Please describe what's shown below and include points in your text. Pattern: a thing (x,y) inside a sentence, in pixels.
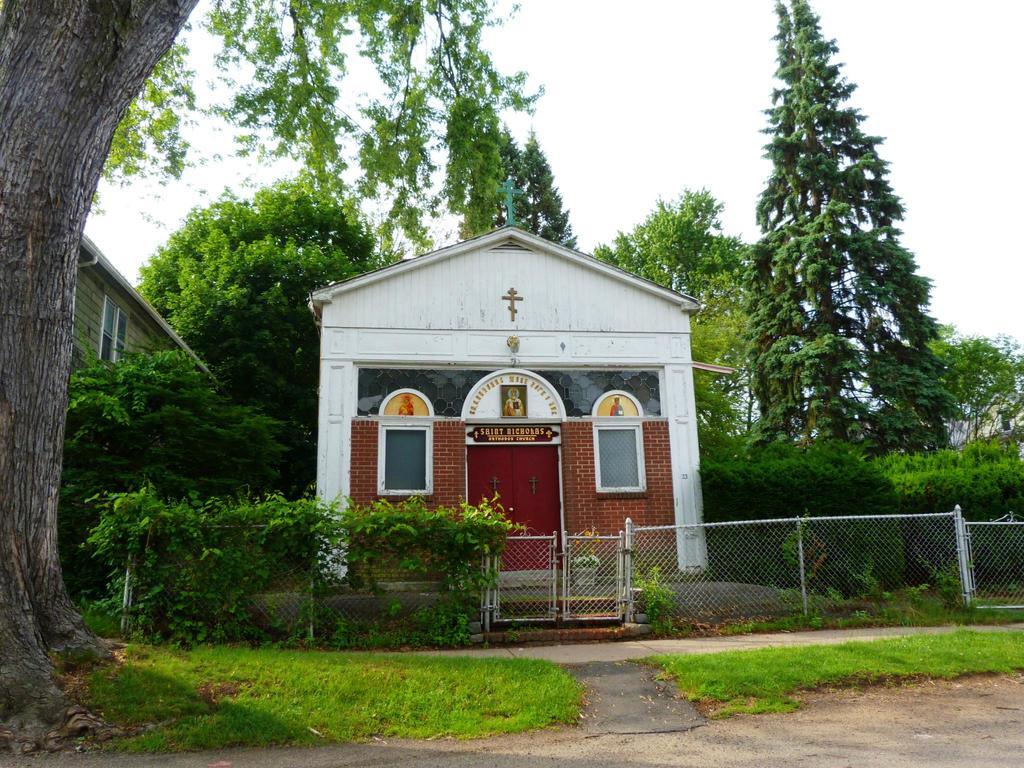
In this image I can see a house (432,579) and in front of the house (390,573) I can see a fence (809,567) and plants (179,574) at the top (453,159) I can see the sky (956,219) and trees (793,111) and on the left side (41,608) I can see trunk (76,82) of tree (90,58) and building wall (102,297).
